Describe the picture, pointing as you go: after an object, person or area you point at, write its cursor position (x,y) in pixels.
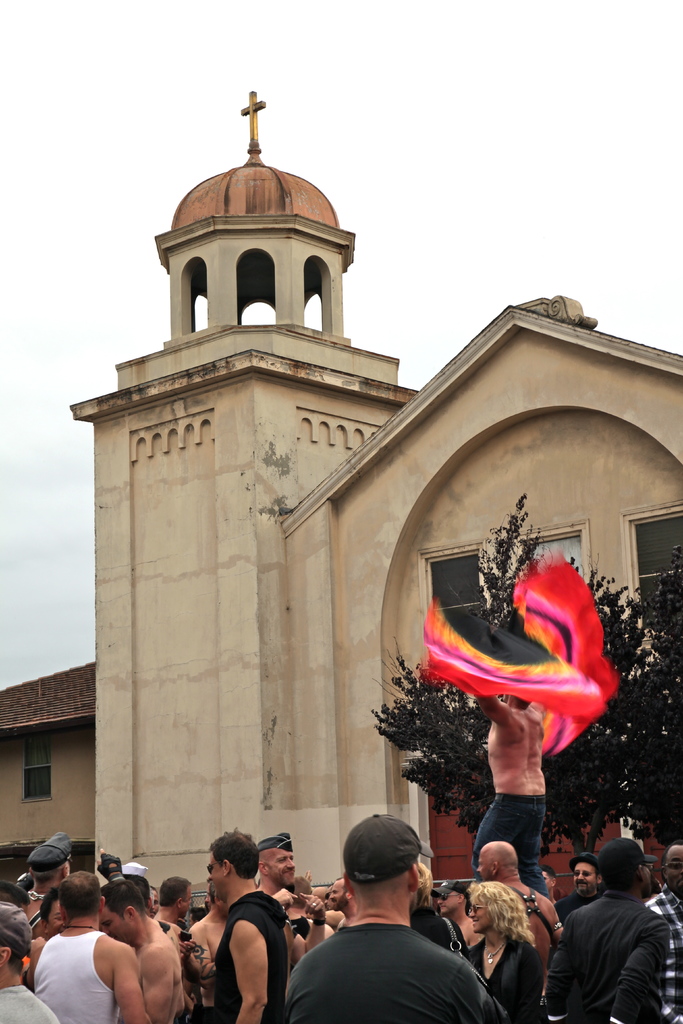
This image consists of many persons (532,874). And we can see a person (490,702) holding the clothes (571,718). In the background (120,552), there is a building (554,532) along with a tree (485,767). It looks like a church (261,297). At the top (250,61), there is sky (130,56).
